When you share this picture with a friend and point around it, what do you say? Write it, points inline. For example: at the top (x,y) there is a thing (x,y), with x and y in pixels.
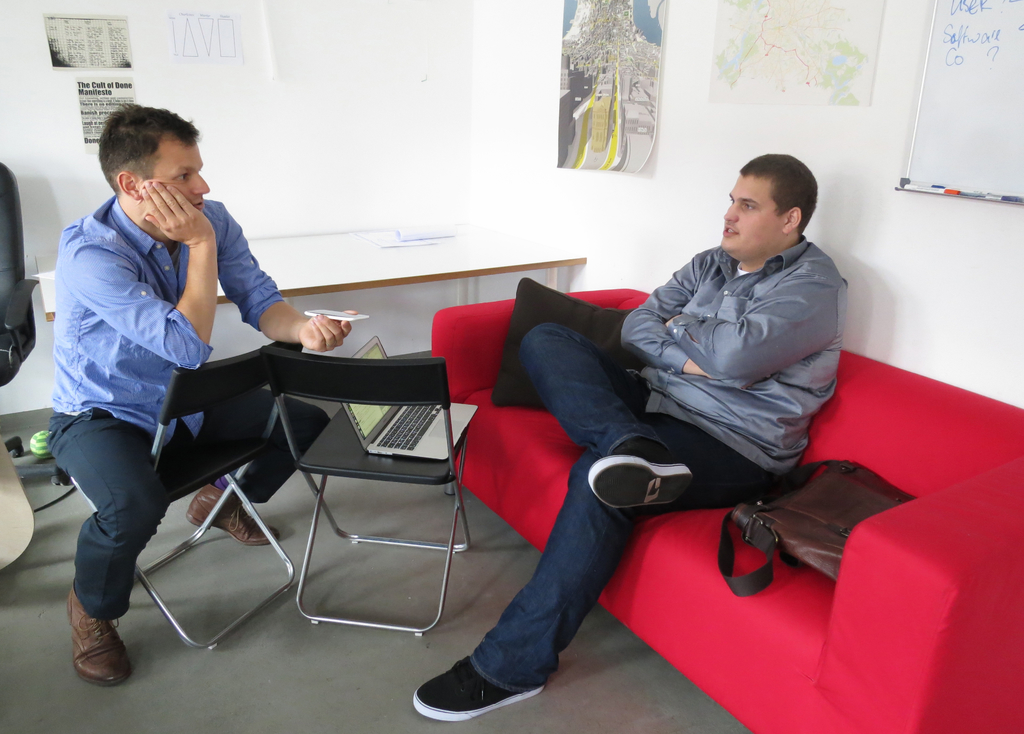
There are two men (600,432) in this picture, one is sitting in the sofa (732,617) and one is in the chair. In front of them there is a laptop (400,431) placed in the chair (402,379). In the background (948,105), there is a white marker board (960,108) attached to the wall (500,148) and some photographs (588,83) here.
